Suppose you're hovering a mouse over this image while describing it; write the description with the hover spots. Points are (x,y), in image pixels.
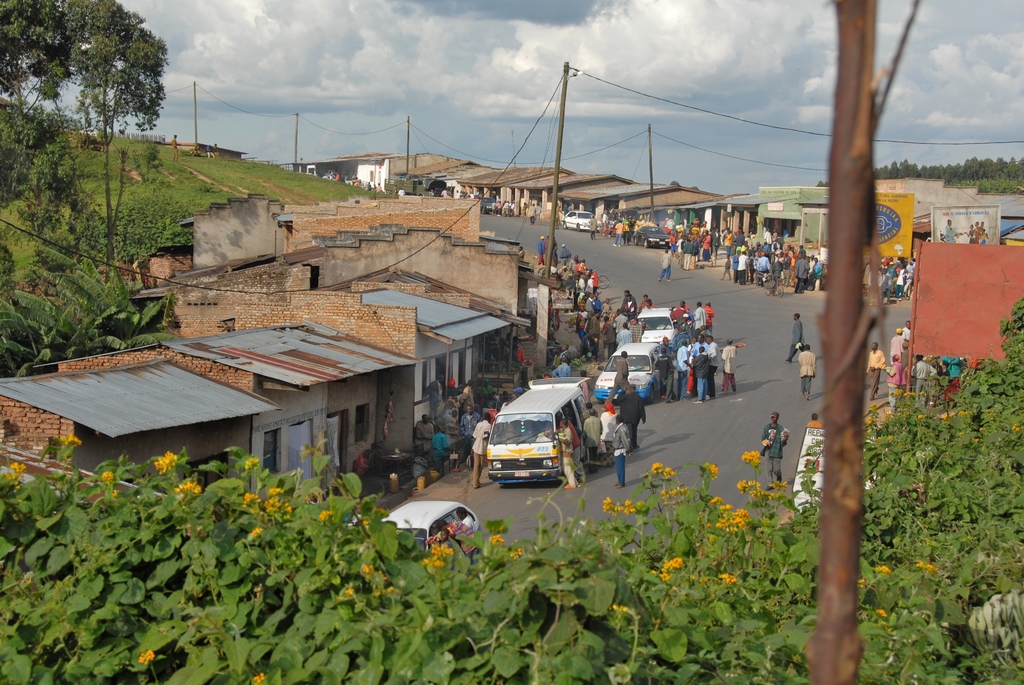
In the picture I can see the vehicles (572,384) on the road (741,378) and there is a group of people (585,324) on the road (743,350). I can see the flowering plants (580,550) at the bottom of the picture (370,670). I can see the houses (451,166) on both sides of the road (598,239). I can see the electric poles (563,135) on the side of the road (581,248). There are trees (12,71) on the top left side of the picture (102,60). There are clouds (436,99) in the sky (734,105).
